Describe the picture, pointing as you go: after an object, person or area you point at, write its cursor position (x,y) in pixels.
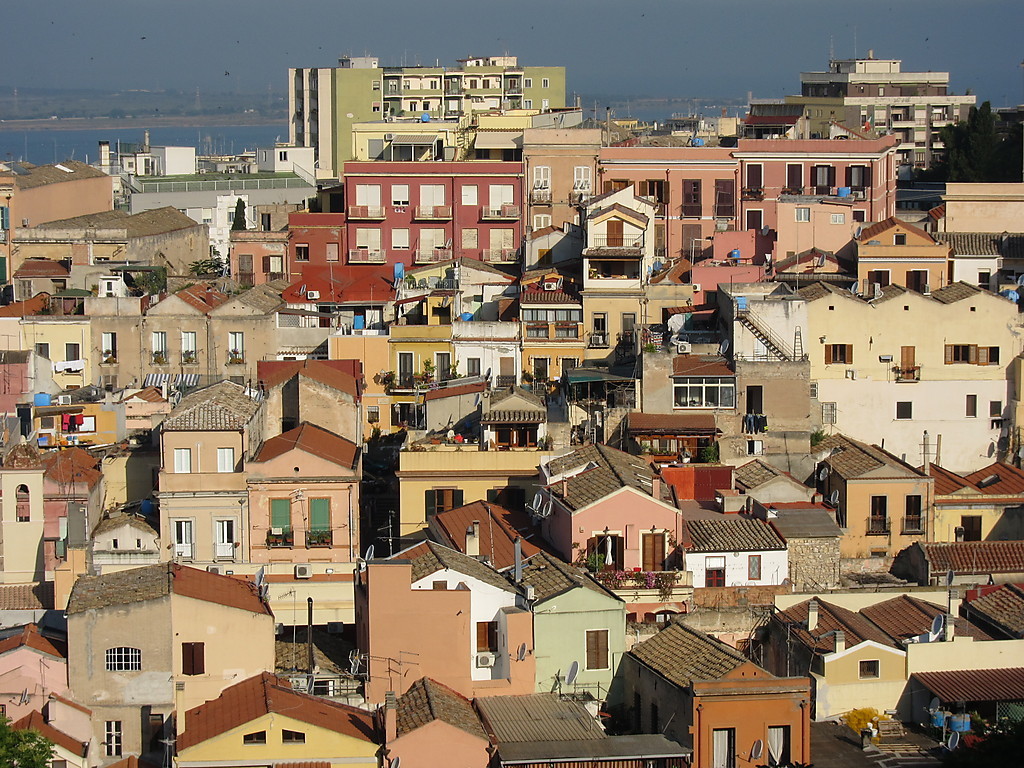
In this image there is the sky (344,28) towards the top of the image (752,51), there is water (91,132) towards the left of the image (94,144), there are buildings (519,306), there is a wall (426,659), there are windows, there are doors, there are objects (939,638) on the wall (293,568), there are houses (77,741) towards the bottom of the image (62,742), there is a tree (19,749) towards the bottom of the image (33,752), there is a tree (969,139) towards the right of the image (958,151).
